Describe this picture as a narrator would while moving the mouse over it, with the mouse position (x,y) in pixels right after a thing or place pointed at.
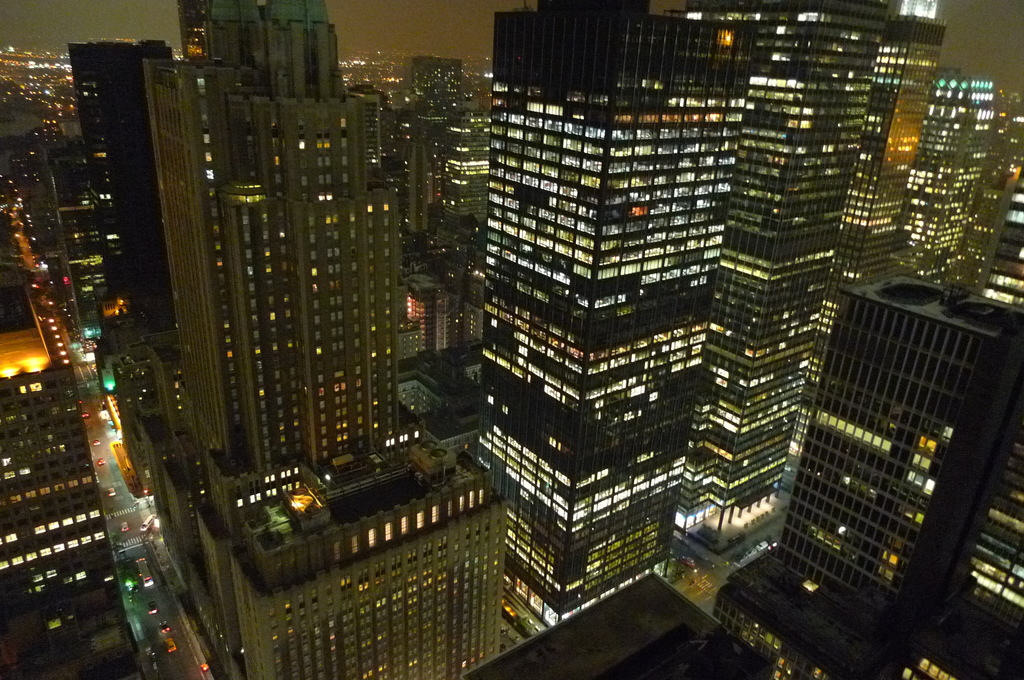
In this image, we can see some buildings (284,137) and there are some lights (678,195) in the buildings (653,173).
